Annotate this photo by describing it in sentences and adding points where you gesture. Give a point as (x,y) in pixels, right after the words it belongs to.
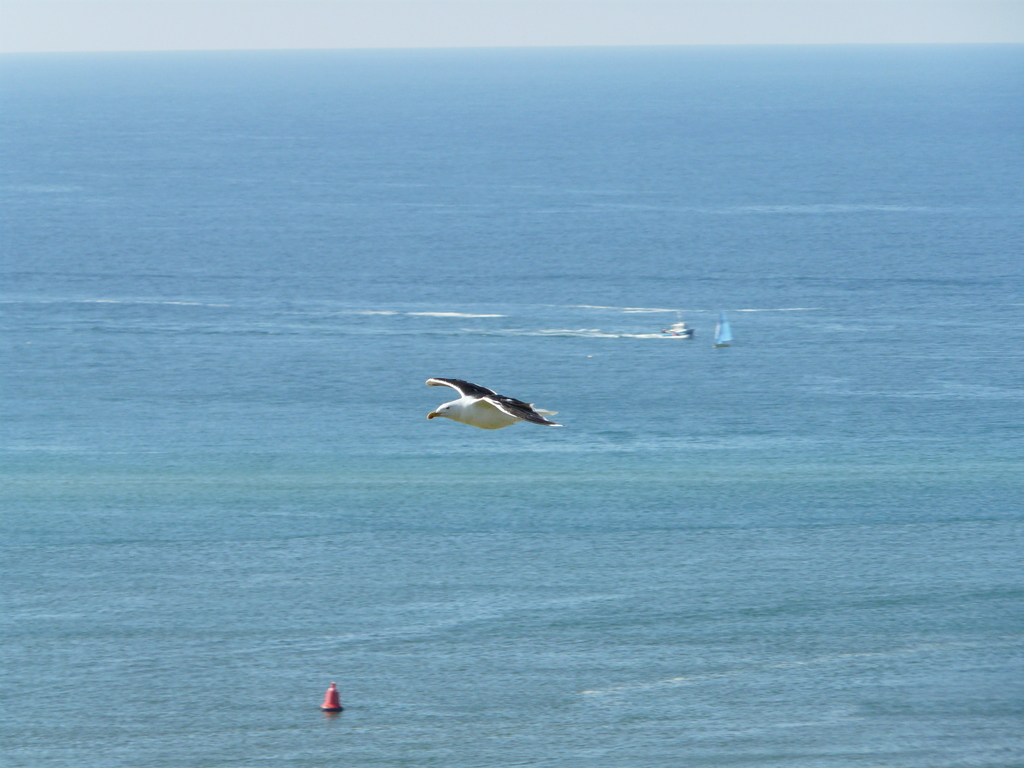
In this image, in the middle (450,387), we can see a bird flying in the air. On the right side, we can see two ships (725,346) which are floating in the water (713,328). On the left side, we can see a buoy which is floating in the water (426,360). In the background (570,333), we can see a water (570,419) in an ocean (224,593). At the top (329,33), we can see white color.
